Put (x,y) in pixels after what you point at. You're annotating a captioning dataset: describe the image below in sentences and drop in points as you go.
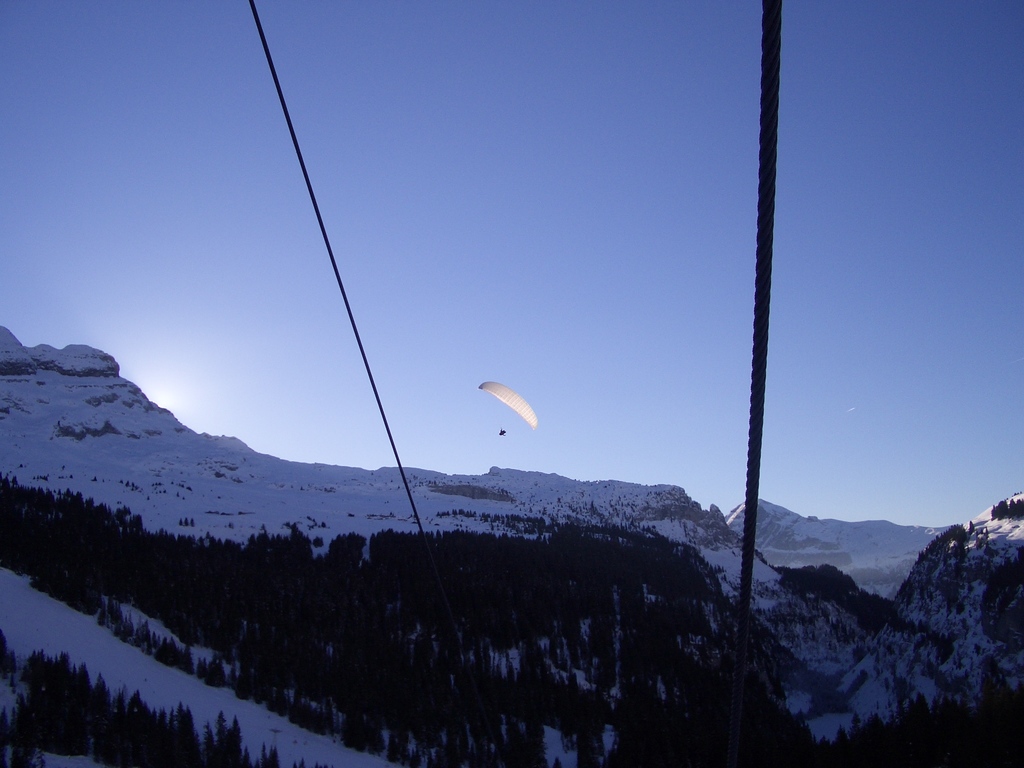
In this image I can see few trees (364,609), ropes (746,530), parachute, mountains (665,511) and the snow (331,476).
